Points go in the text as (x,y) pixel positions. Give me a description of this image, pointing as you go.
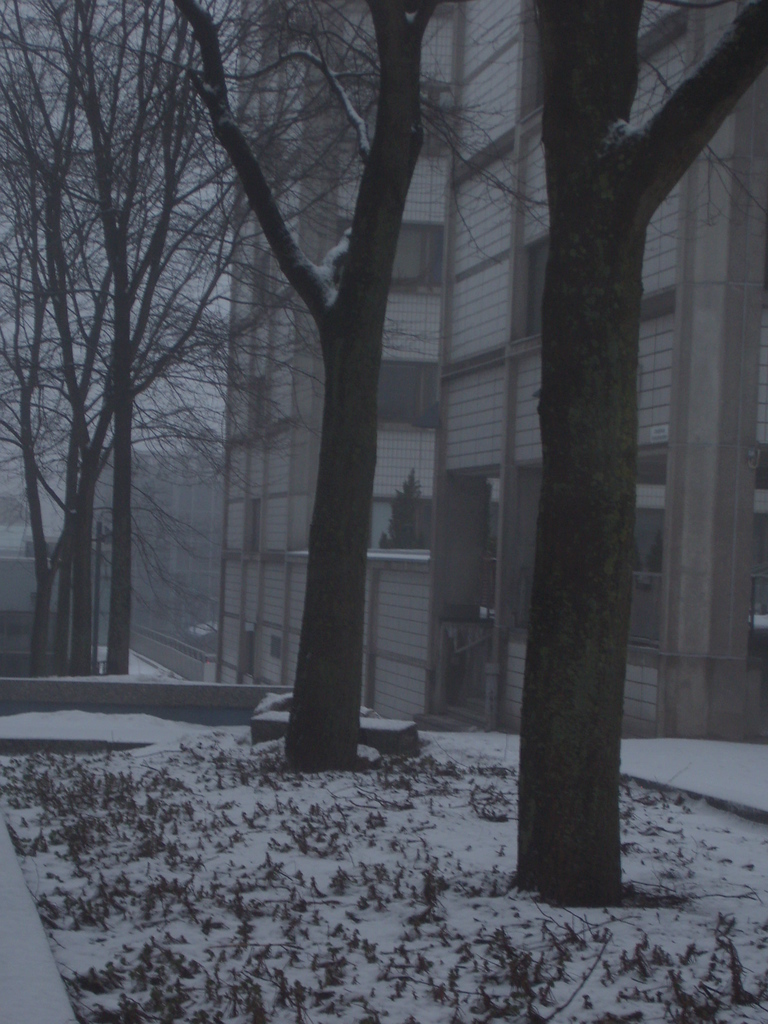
In this image we can see many trees (338,545). Behind the trees (47,343) we can see the buildings (471,455). In the top left (105,58), we can see the sky (54,88). At the bottom (302,780) we can see the grass (264,955) and the snow (282,947).
